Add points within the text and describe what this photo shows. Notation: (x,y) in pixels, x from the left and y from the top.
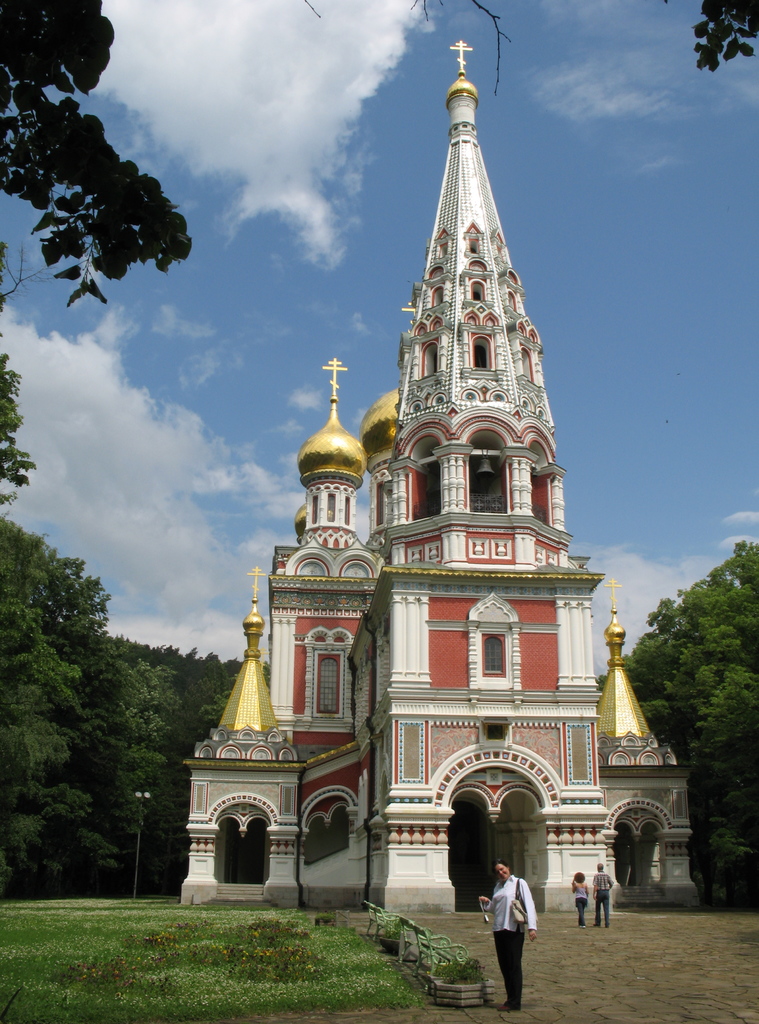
In this picture there are people (527,924) and we can see grass (271,990), ground (493,945), trees (110,830), ancient architecture (565,864), pole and lights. In the background of the image (288,331) we can see the sky (167,361) with clouds (269,160).
